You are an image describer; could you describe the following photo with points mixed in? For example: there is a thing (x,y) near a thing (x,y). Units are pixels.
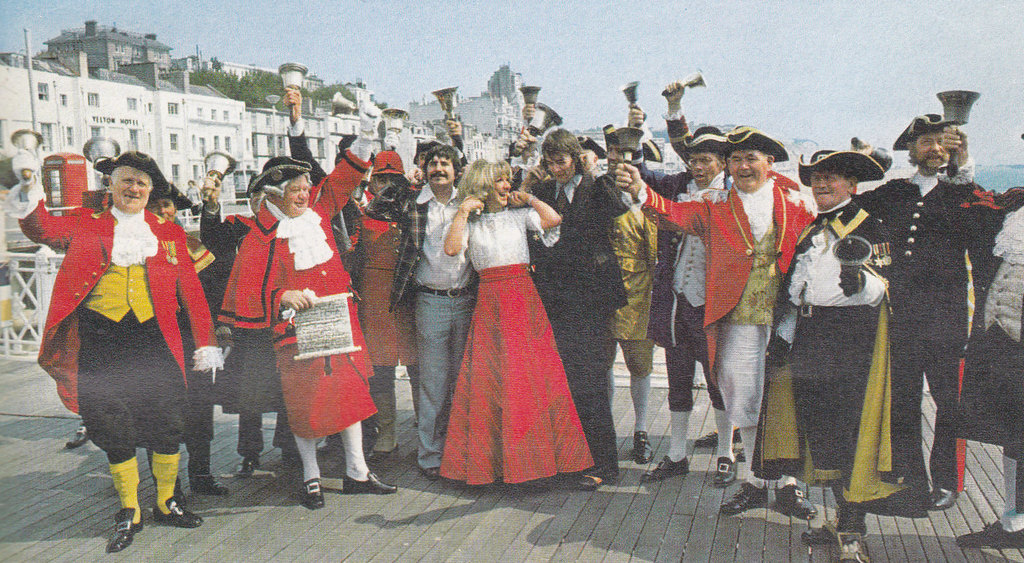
This is a picture with group of people (538,427) shouting with joy and all the people (747,180) are holding bells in their hands (679,101) and center woman (479,331) is closing her ears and at the background (190,85) we can see a building (241,139), white color building (130,121) and top of the building (144,126) there are trees (227,81) and top of building (247,72) we can see a sky (648,70) and this group of people (822,339) are standing on a wooden platform (473,520) and here we can see a booth (59,178) with the red color metal (64,178).
